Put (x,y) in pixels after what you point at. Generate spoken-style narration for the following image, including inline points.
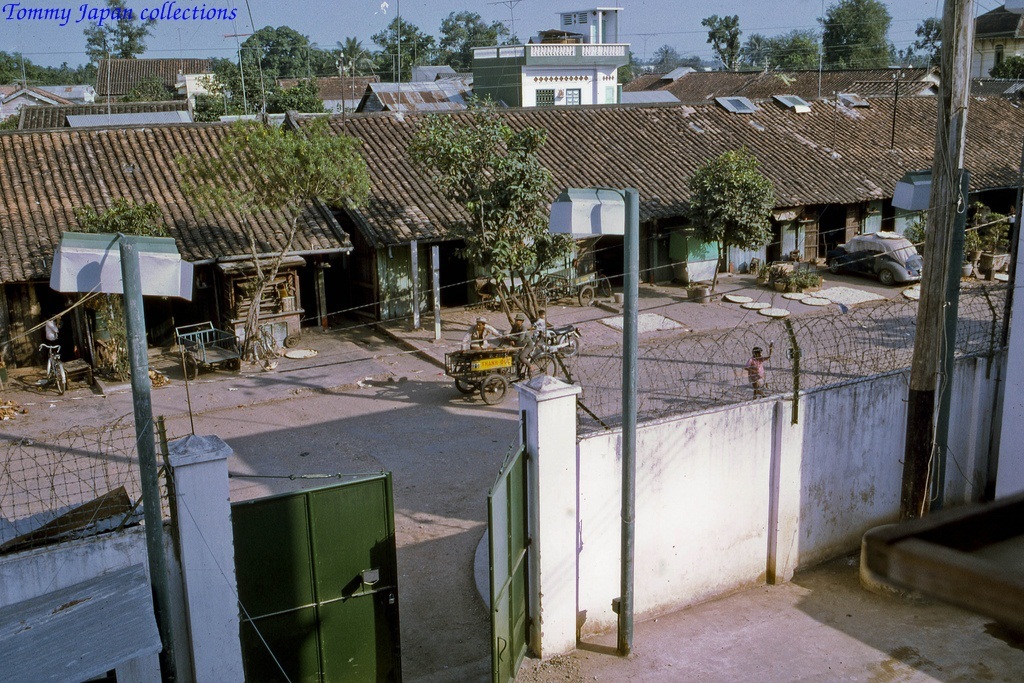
In this picture I can see the vehicles (475,357) on the road (437,404). I can see the vehicles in the parking space (772,301). I can see trees (239,87). I can see the houses (607,31). I can see the buildings (500,76). I can see the sky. I can see barbed wires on the wall (746,486). I can see the metal gate (382,539).
